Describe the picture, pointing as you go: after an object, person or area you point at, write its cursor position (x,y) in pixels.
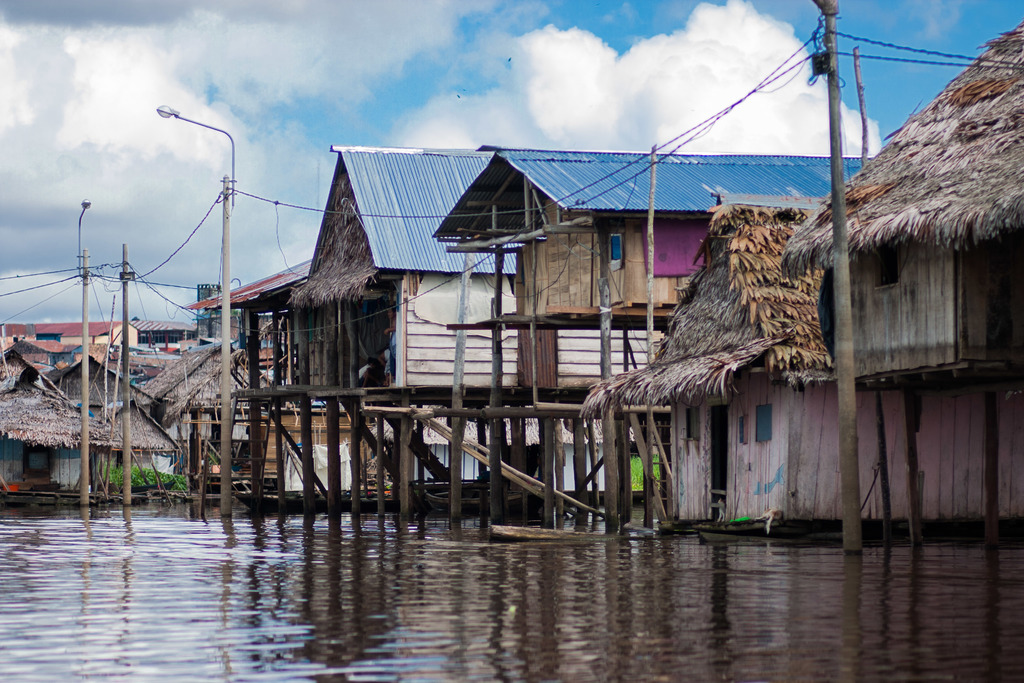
These are houses (400,273), these are poles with the cables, this is water (382,570) and a sky (352,134).
